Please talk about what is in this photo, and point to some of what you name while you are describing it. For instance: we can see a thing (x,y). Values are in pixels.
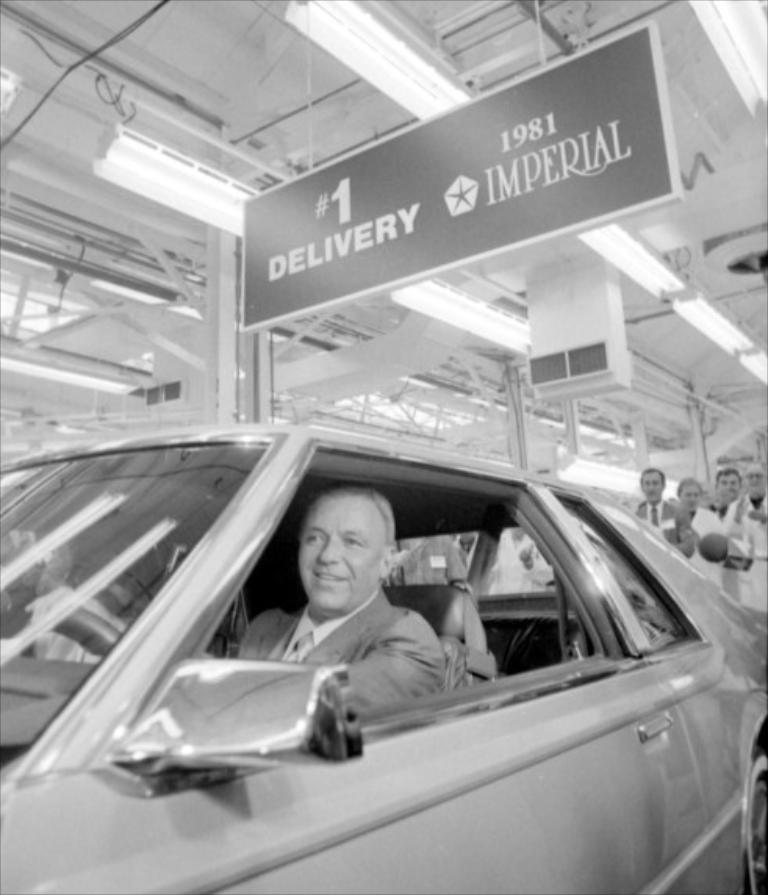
In this picture there is a vehicle (493,550) and person (395,554) sitting inside vehicle (712,686) and they are many other people (683,519) behind vehicle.
